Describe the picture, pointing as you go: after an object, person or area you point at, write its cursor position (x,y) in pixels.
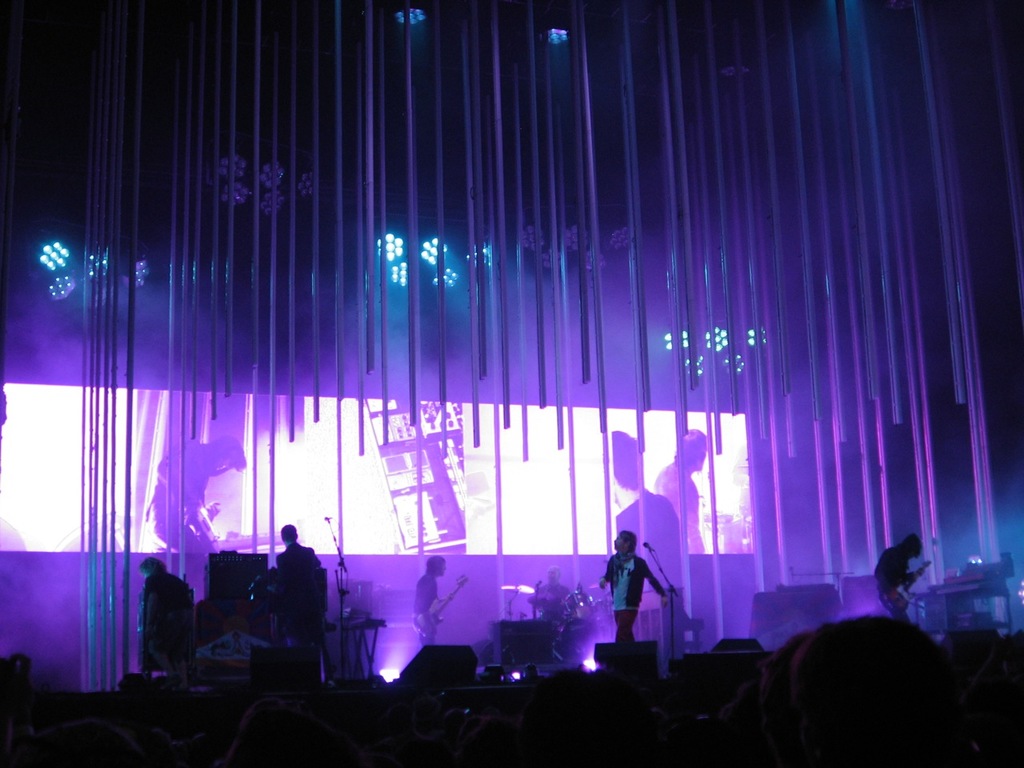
In this picture we can see six persons (882,595) on the stage (877,598), there are two microphones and musical instruments (588,601) on the stage (662,622), a person (431,610) in the background (417,620) and a person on the right side (911,594) are playing guitars (426,632), we can see a screen (510,524) in the background (444,469), at the bottom (847,689) there are some people (642,749).
